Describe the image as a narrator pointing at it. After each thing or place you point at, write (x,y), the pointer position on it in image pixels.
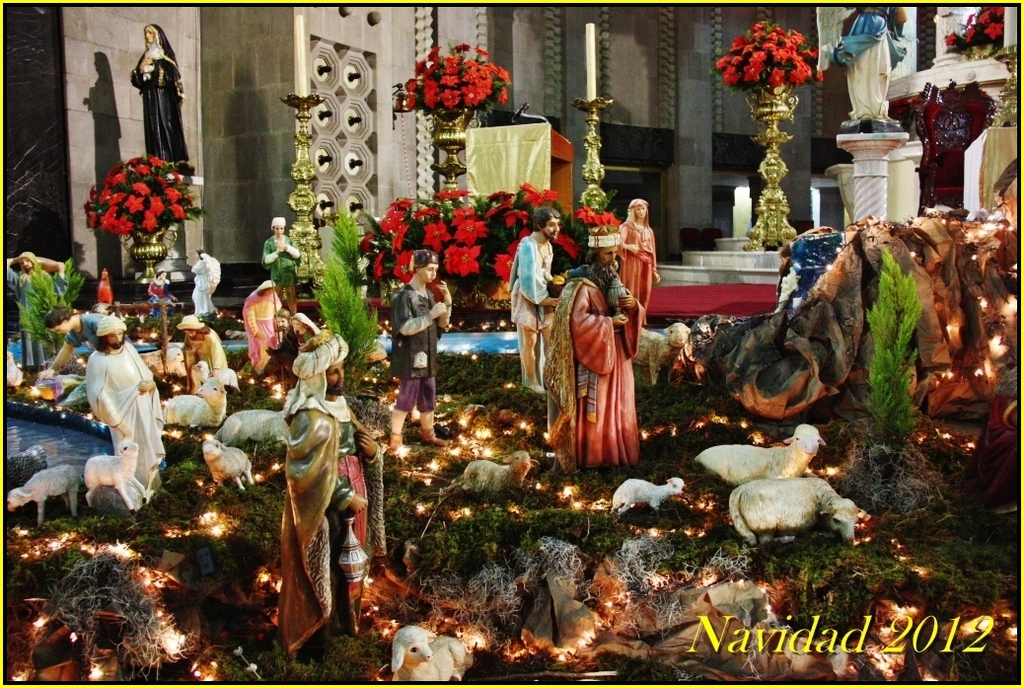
In this image we can see some statues (130,355) and some toys (232,429), we can also see some candles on stands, some plants (26,330), lights (693,505) and some flowers (574,241) on the plants (489,268). In the background (707,255), we can see a staircase (686,267), water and a wall (627,26).
